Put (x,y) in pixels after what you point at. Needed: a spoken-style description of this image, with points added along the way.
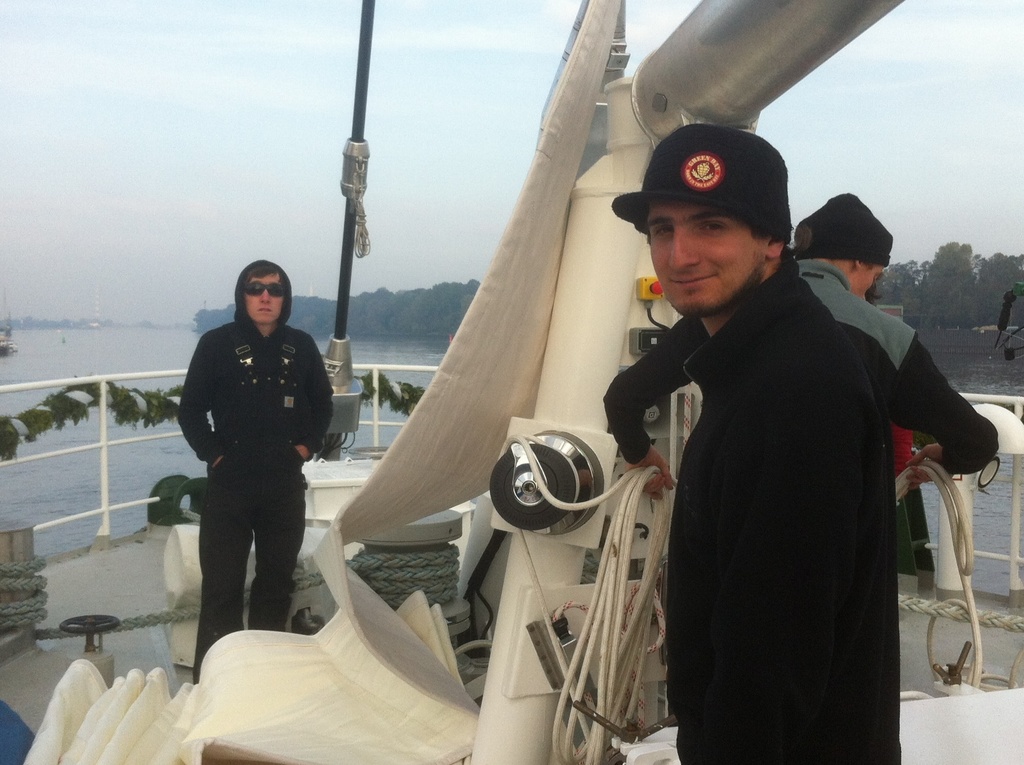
In this image, we can see persons (765,333) wearing clothes (653,374). There is a machine (514,564) in the middle of the image (530,493). There is a lake (78,445) on the left side of the image (46,439). There are some trees (428,327) in the middle of the image (370,306). There is a sky (430,36) at the top of the image (467,99).
